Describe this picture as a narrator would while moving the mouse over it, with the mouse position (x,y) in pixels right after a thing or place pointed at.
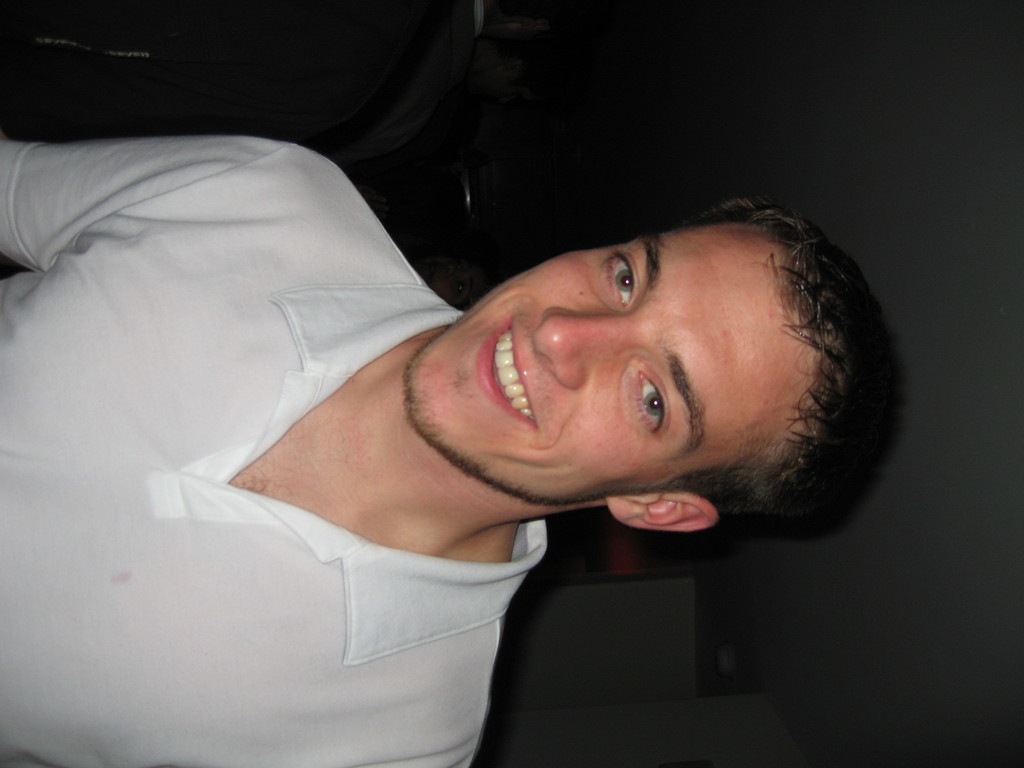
In this image I can see a person (293,514) wearing white colored dress (254,446) is smiling. In the background (604,681) I can see few other persons (424,44), the ceiling (893,242), the wall (620,679) and few other objects (489,172).
